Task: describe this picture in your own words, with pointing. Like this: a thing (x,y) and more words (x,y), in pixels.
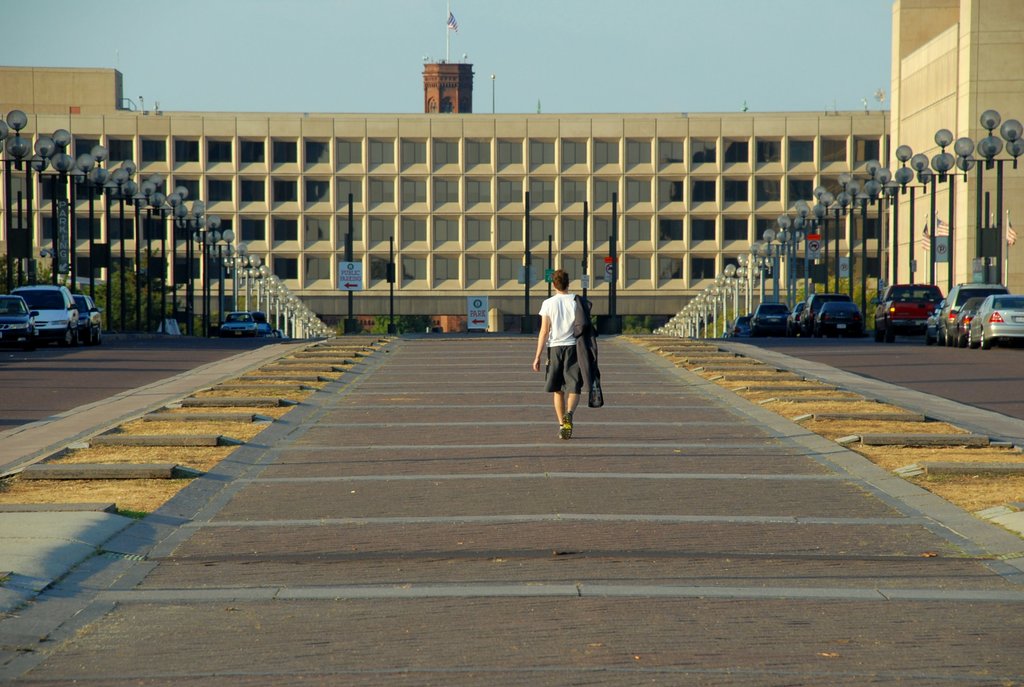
In this image we can see a person (575,353) walking on the floor (545,422), buildings (330,267), street poles (120,228), street lights (135,208), sign boards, motor vehicles (957,316) on the road (151,352), flag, flag post (449,59) and sky (444,57).
